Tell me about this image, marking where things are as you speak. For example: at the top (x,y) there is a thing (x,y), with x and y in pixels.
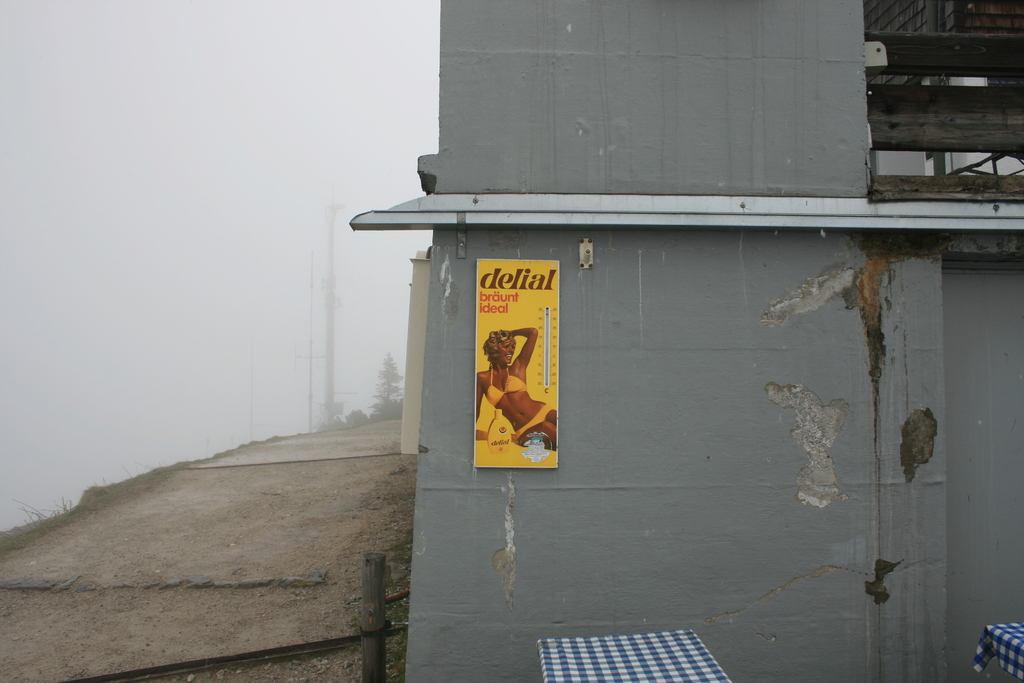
In the foreground of this image (634,578), on the right (693,381), there is a wall (633,503) and a poster (542,388) on it. On the bottom (680,668), there are two tables (999,658). On the left (296,511), there is the path (289,527) and the foggy sky (222,224) on the top (167,208).
